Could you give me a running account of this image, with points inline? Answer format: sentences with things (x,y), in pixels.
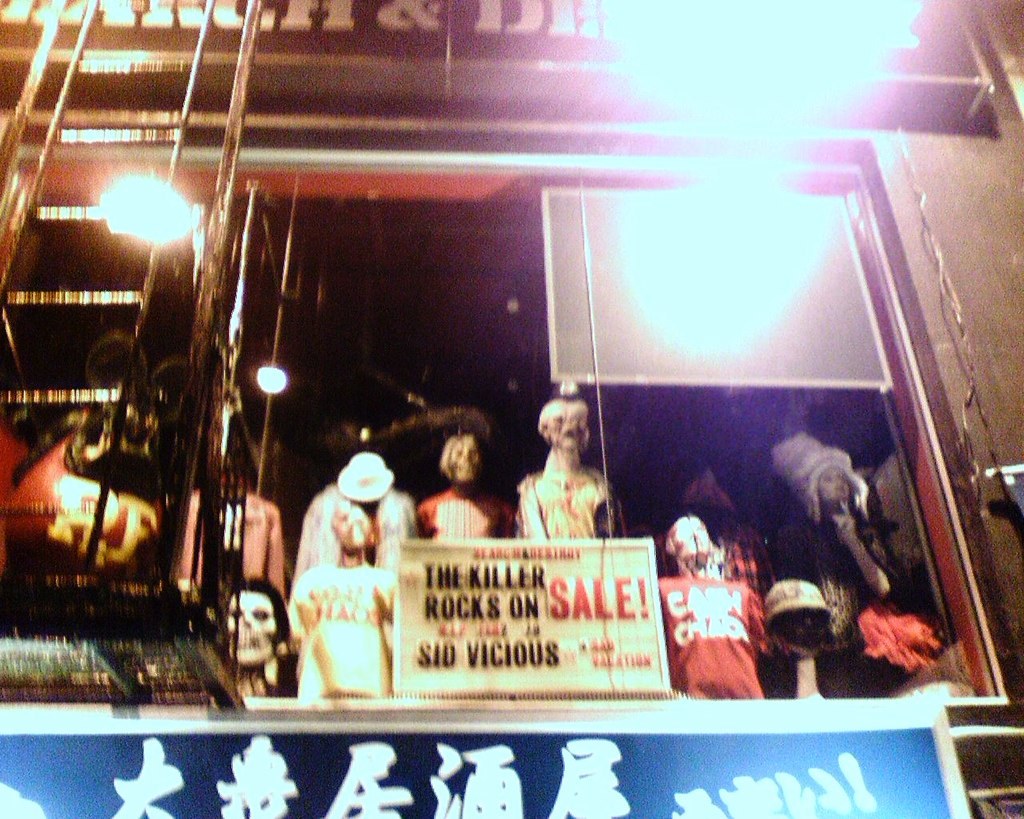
In this image in the center (491,351) there is one glass window (913,568), and in the background (323,554) there are some toys (854,575) and some boards (479,595). On the left side (150,213) there is a ladder (92,61) and light (164,216), and on the top of the image (349,35) there is one board (689,22) and some lights (814,68). And at the bottom (511,794) there is one board (932,751), on the right side (930,323) there is a wall (980,223) and some ropes (966,338).
